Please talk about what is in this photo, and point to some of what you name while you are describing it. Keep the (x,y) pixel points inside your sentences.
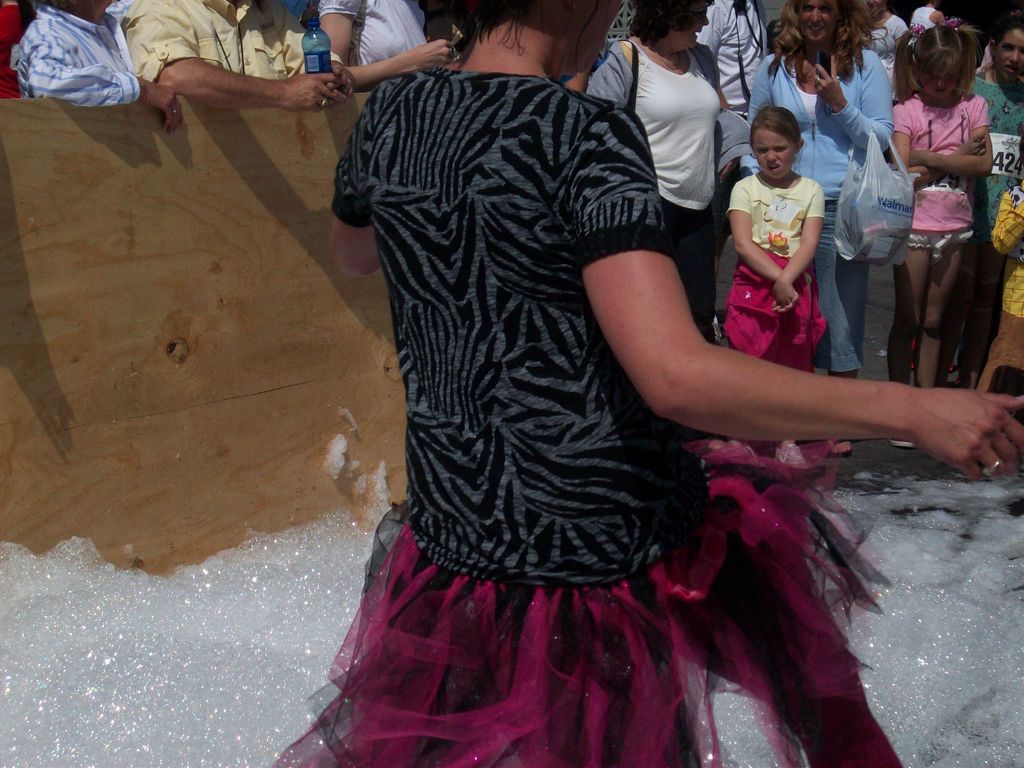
In this picture, it looks like a foam (157,651) and some people (564,167) are standing on the road (872,310). A woman (823,122) is holding an object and a person (279,49) is holding a bottle (321,65). In front of the people (167,21) there is a wooden sheet (241,308).
